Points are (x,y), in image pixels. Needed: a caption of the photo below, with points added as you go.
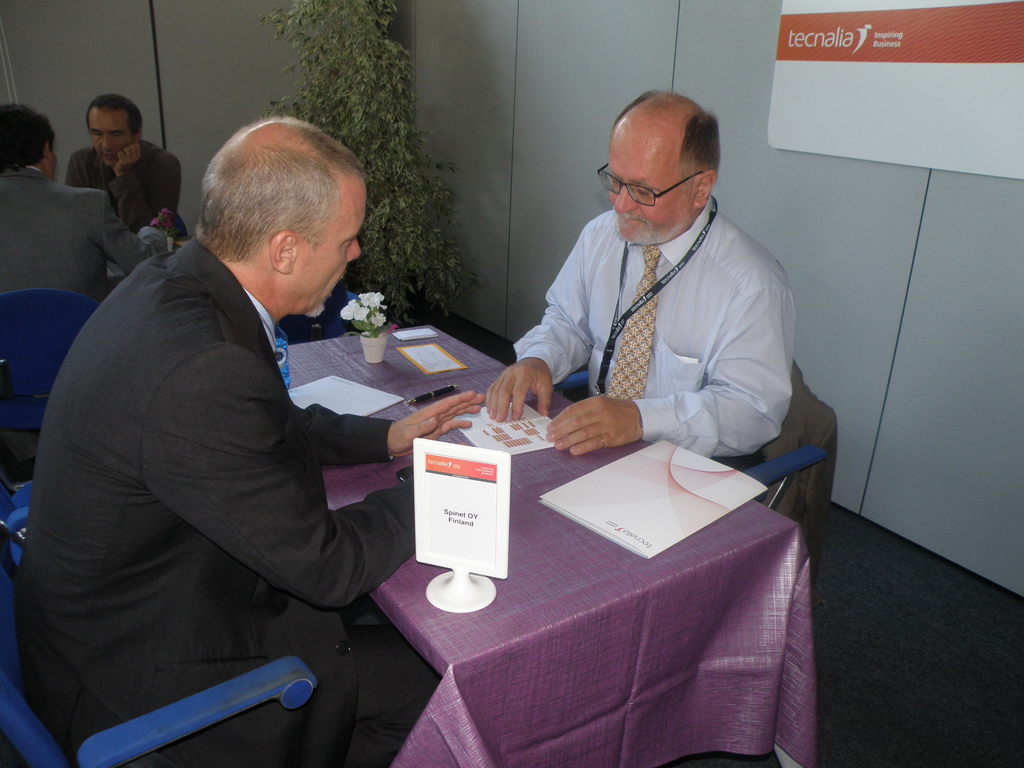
This picture shows two men (625,369) seated on the chairs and we see some papers (533,432) on the table (553,452) and we see two people (165,163) seated on the other side and we see a plant (370,30).
